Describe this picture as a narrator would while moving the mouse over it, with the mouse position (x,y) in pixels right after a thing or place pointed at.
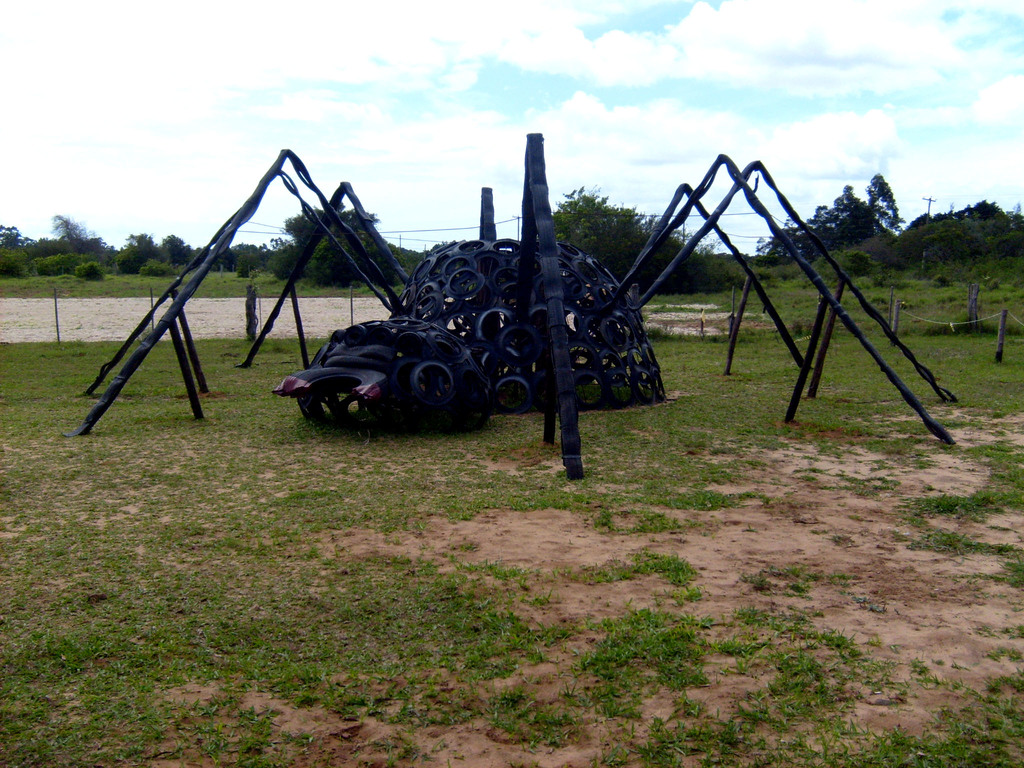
In the foreground of this image (474,326), there are few objects (498,354) and it seems like There are placed on the ground (498,480) as a spider structure (499,317). In the background (549,94), there are poles (58,291), trees (861,244) and the sky (485,25).
